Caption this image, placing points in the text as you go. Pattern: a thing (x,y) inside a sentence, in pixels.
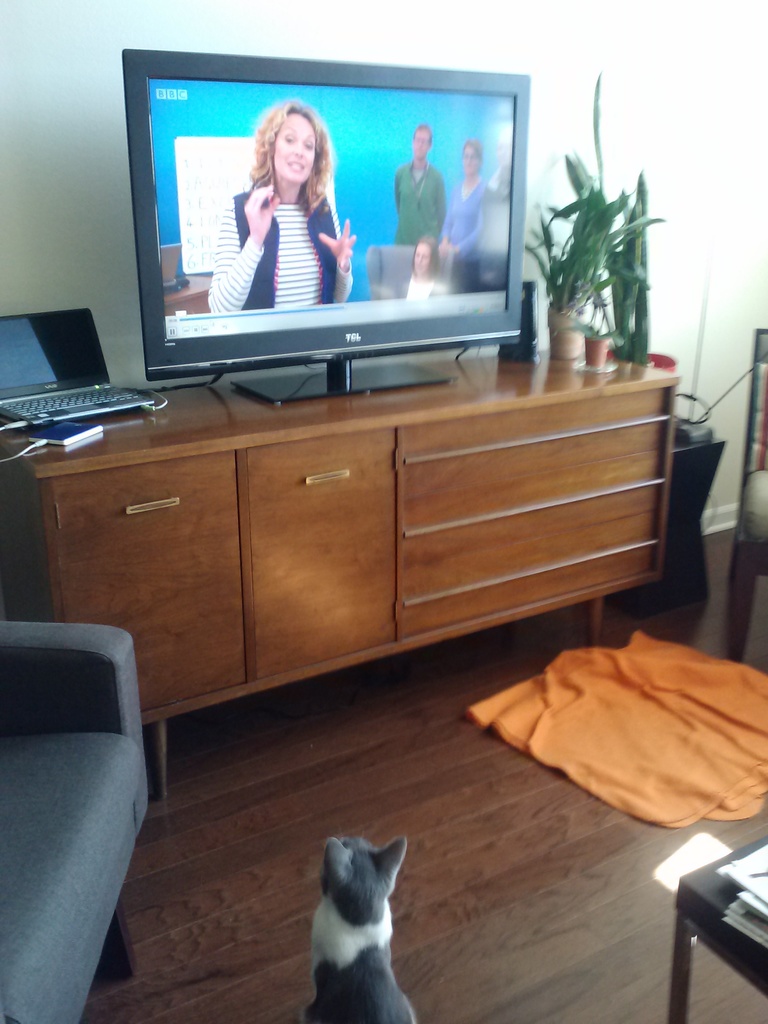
In the image we can see on the floor (400,937) there is cat (358,892) which is looking at the tv (318,253) which is on table (177,414) and there is laptop (46,414), charger (33,448) and plants (615,312) in a pot (559,342) and there is ash colour chair (101,704) and on the floor (695,970) there is orange colour cloth (619,742).
